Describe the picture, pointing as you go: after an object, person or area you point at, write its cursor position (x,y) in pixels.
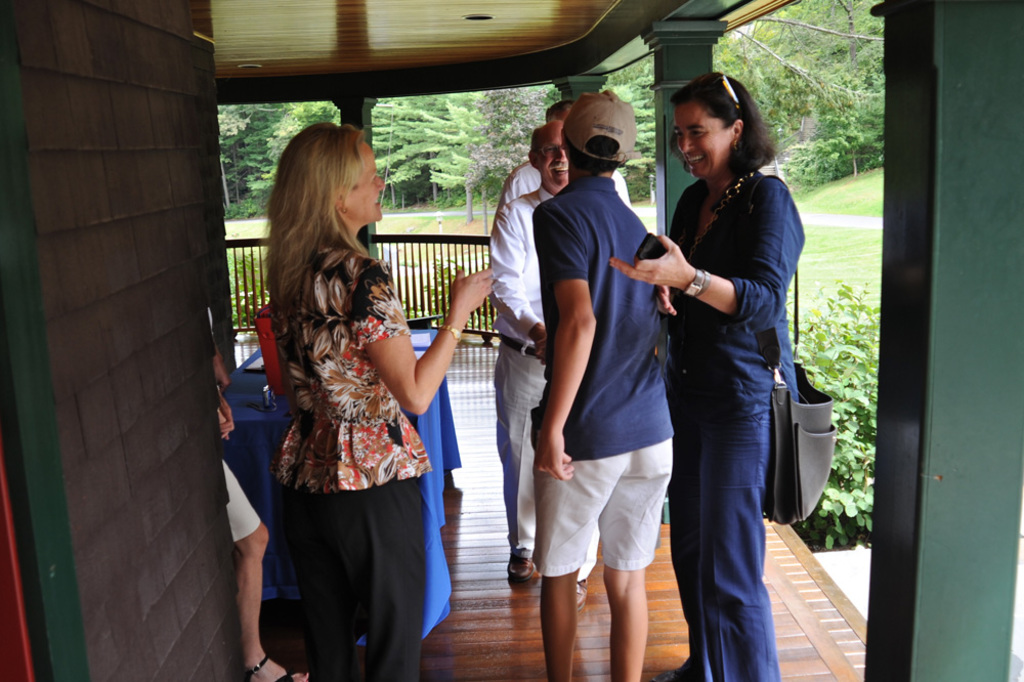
In this image we can see a group of people (507,351) standing on the floor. In that a woman (670,361) is holding an object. We can also see a table (440,424), wall (185,533), pillars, roof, fence (466,275) and some plants (816,374). On the backside (812,195) we can see some grass (836,235) and a group of trees (501,161).
